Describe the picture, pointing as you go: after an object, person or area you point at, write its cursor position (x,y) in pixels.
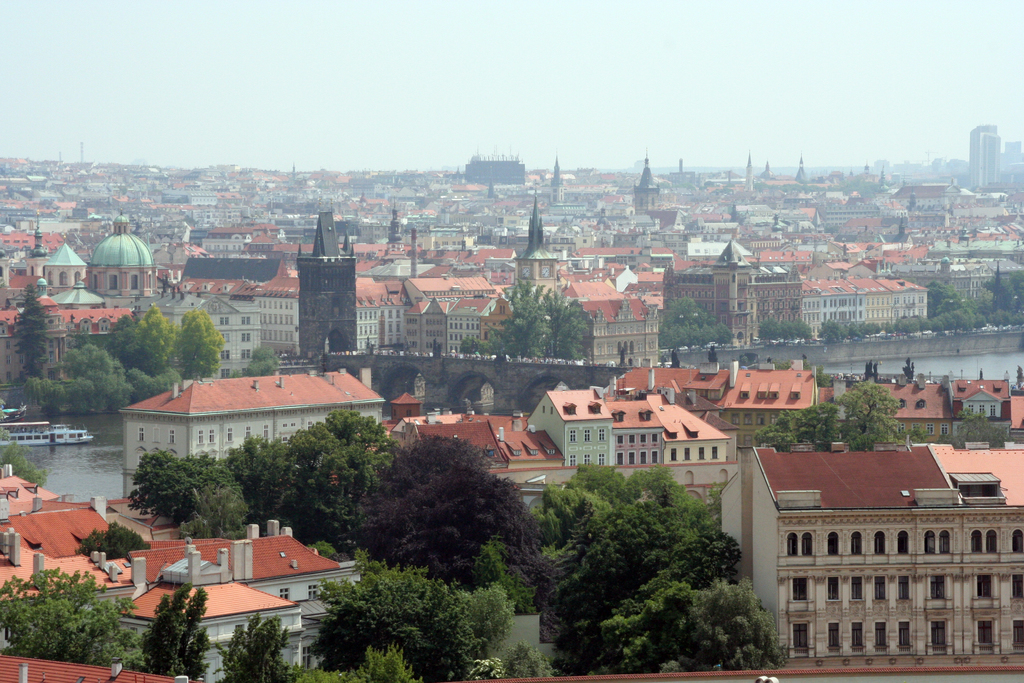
In this picture we can see there are buildings (298,408), trees (360,497) and a bridge (503,356). At the top of the image (466,95), there is the sky (433,116). On the left side of the image (35,428), there is a boat (66,441) on the water (98,430).
